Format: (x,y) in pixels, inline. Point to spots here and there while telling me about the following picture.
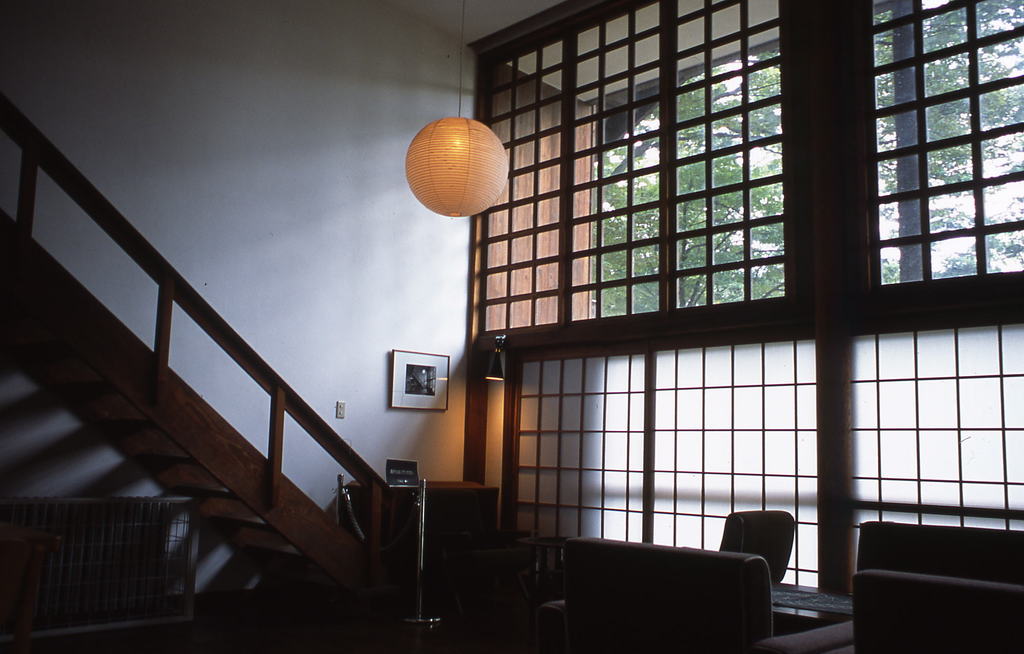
In this image we can see tables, chairs (752,567), cupboard (429,503), stairs (311,524), railing (172,290) and one object (131,534). We can see a frame (423,395) is attached to the wall (343,190). Right side of the image (889,335), we can see windows (656,189). Behind the windows (771,203), we can see trees (692,225). There is a light (457,158) hang from the roof (489,19) at the top of the image (456,187).
